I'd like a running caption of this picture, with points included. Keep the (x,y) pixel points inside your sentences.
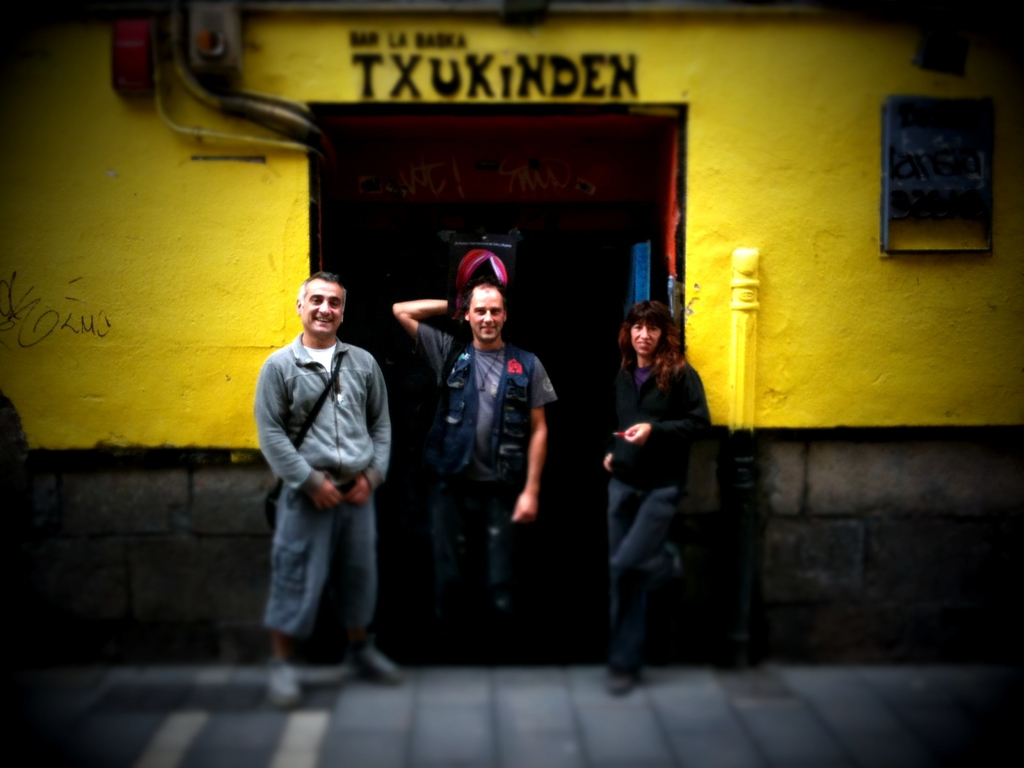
In this image we can see some people (468,352) standing beside a door (427,435). We can also see a frame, pipes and some devices (141,64) on a wall (143,270). We can also see some text (446,93).
